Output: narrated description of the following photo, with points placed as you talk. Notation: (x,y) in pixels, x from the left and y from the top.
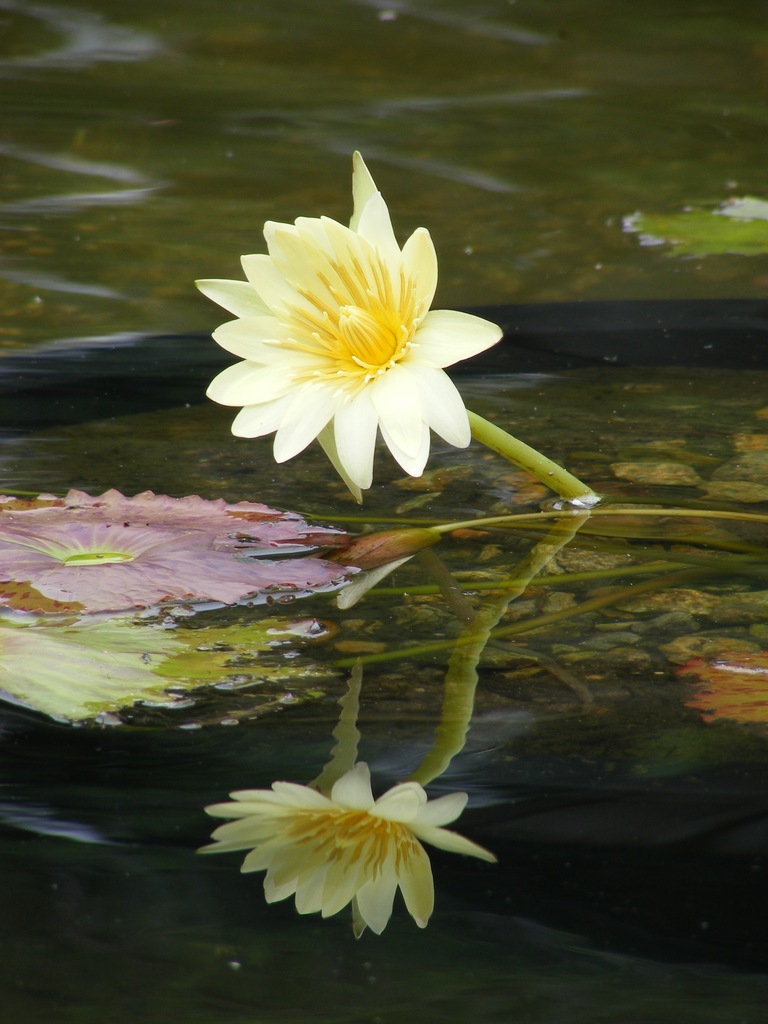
In this image we can see the flower (261,367) in the water (539,576). Here we can see the reflection (340,881) of the flowers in the water (523,236).
